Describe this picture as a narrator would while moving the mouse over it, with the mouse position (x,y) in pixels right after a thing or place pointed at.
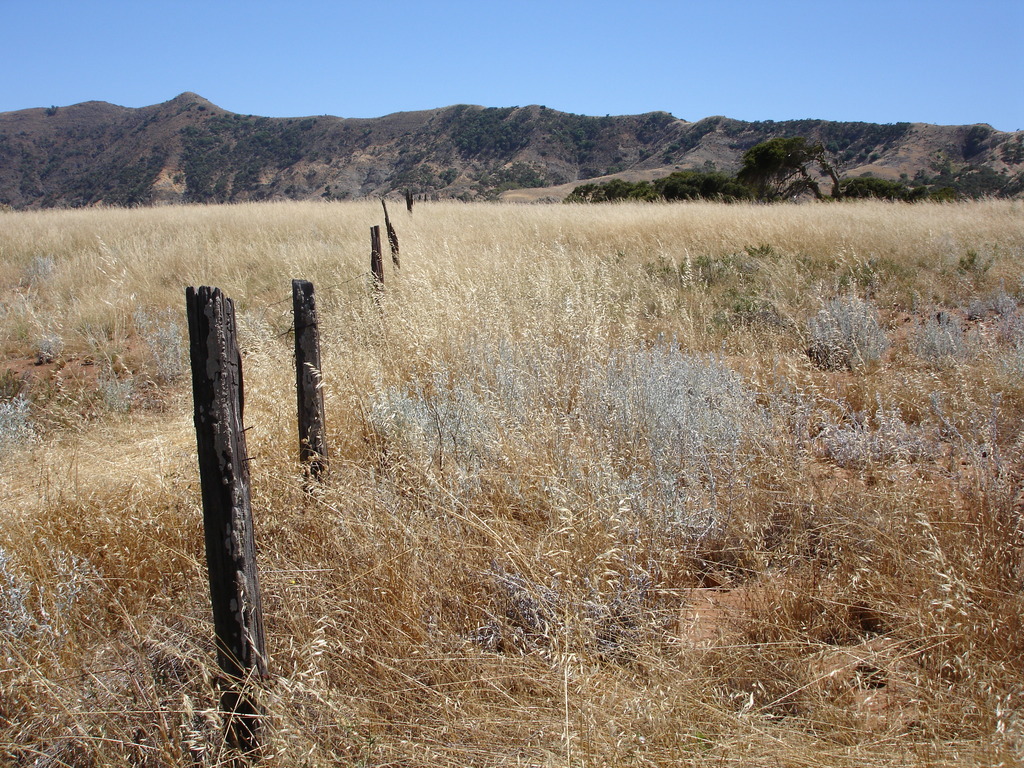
In the center of the image (541,288) there is dry grass (499,336). In the background of the image (552,184) there are mountains (372,175). There is a wooden fencing (232,690). At the top of the image (400,86) there is sky (400,80).
